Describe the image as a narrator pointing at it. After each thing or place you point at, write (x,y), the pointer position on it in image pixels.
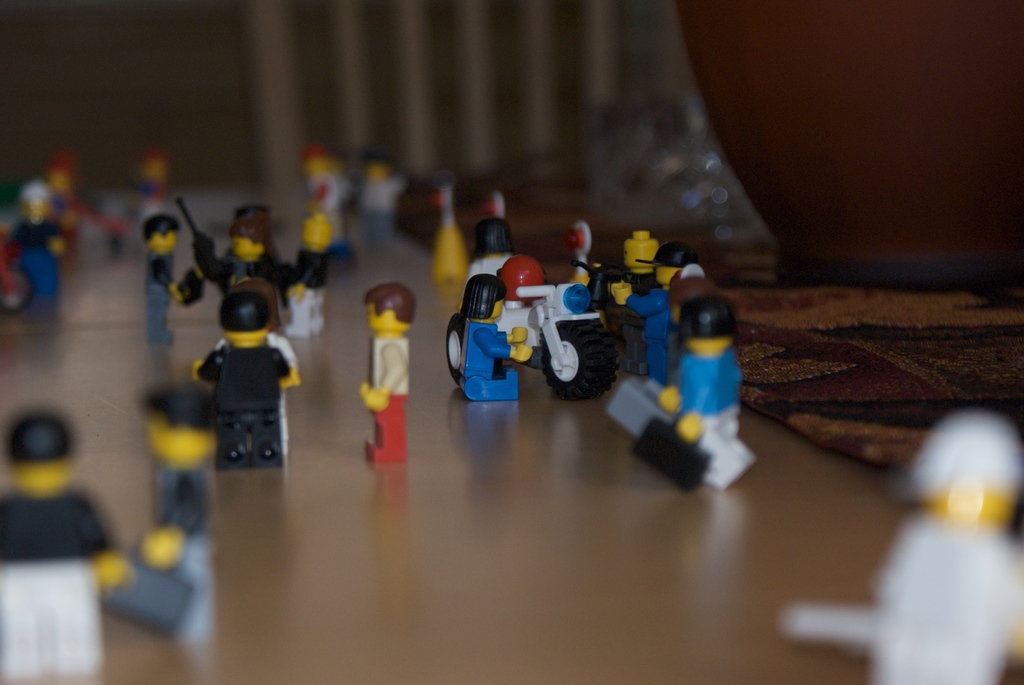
In this image there are so many Lego toys (512,329) on the wooden board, and in the background (863,332) there is a cloth (844,361).
